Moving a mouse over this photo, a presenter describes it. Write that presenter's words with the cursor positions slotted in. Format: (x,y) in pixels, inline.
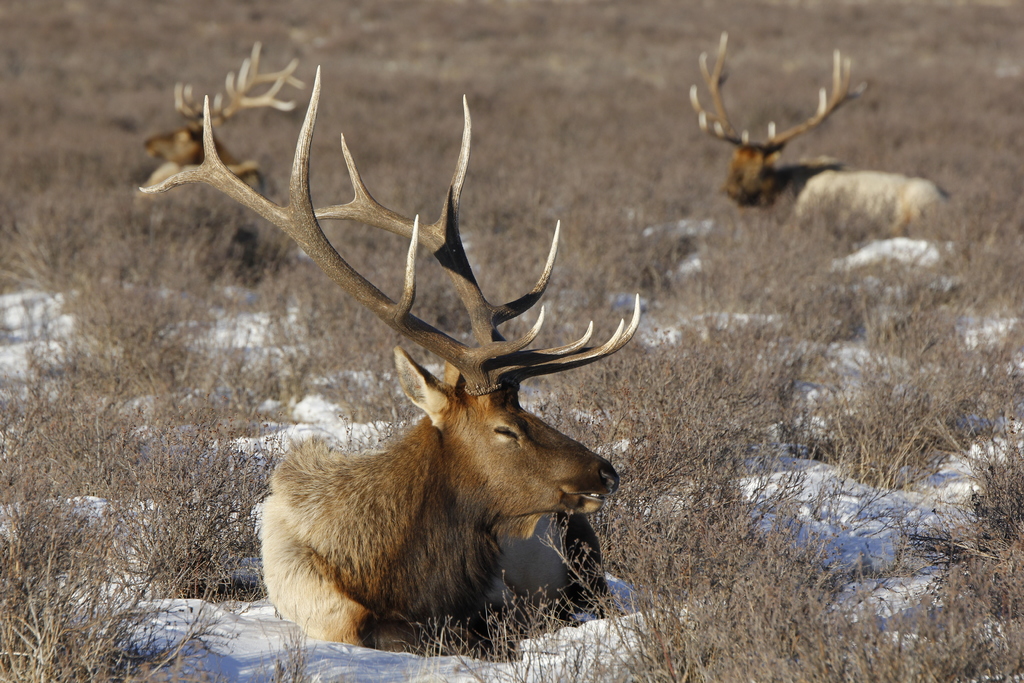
There are three animals (472,559) sitting, which are named as elk (406,479). This is the dried grass (668,480). I think this is the snow (278,638).
